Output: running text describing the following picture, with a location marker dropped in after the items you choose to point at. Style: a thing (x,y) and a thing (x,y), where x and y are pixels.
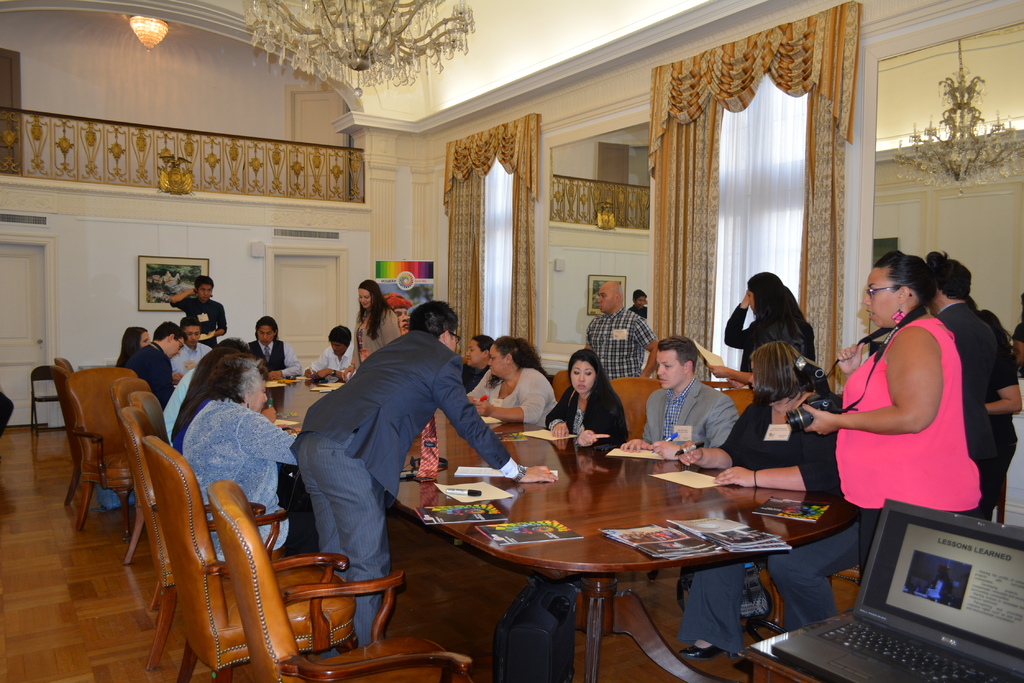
It is a closed room (856,292) where number of people (286,436) are sitting on the chairs (283,555) and there is a table (526,554) in front of them. On the table (624,550) there are books (655,551) and magazines (494,509) and pens (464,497), coming to the right corner of the picture (908,541) there is a small table (774,674) on it there is a laptop (917,595) and behind the laptop (910,516) there is one woman (961,449) holding a camera (819,404) in pink shirt (937,461) and behind the people (913,396) there are big big curtains (658,152) and one chandelier (962,169) is hanged from the roof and another one hanged from the roof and at the upstairs (351,178) there is one room (330,132) with a door (323,130) and in the downstairs (318,289) there are another two rooms (320,331) and between them there is a wall (190,252) with a photo (154,292) hanged on it.
